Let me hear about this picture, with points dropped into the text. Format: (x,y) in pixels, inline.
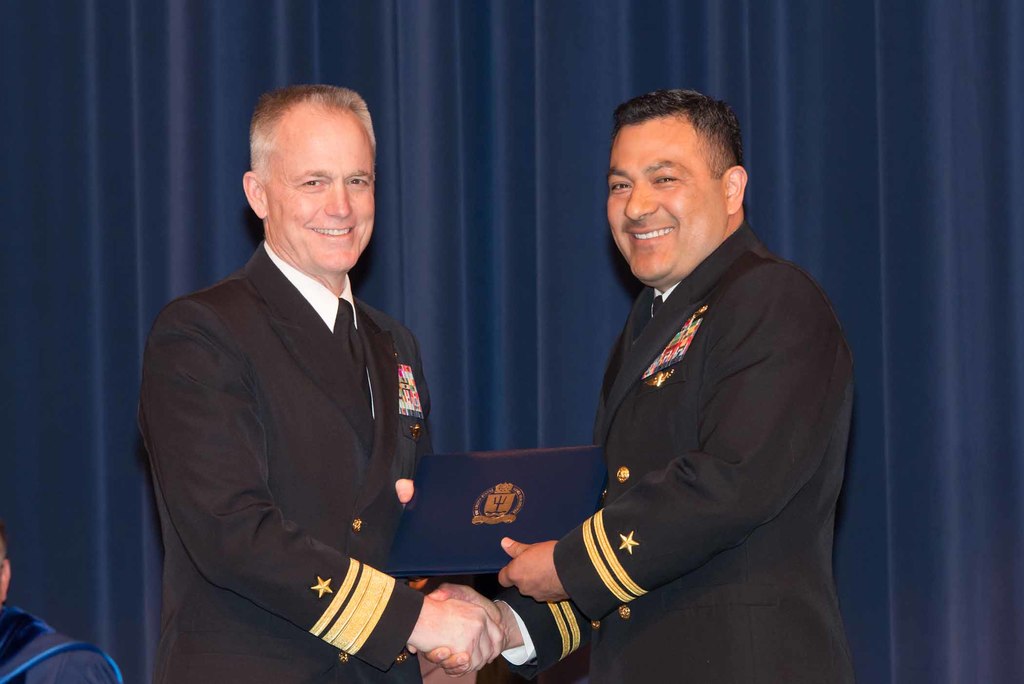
In this image, we can see two persons (706,297) shaking hands (459,620) and holding a file (463,502) with their hands (549,553). In the background (120,334), we can see blue curtain (361,47).
